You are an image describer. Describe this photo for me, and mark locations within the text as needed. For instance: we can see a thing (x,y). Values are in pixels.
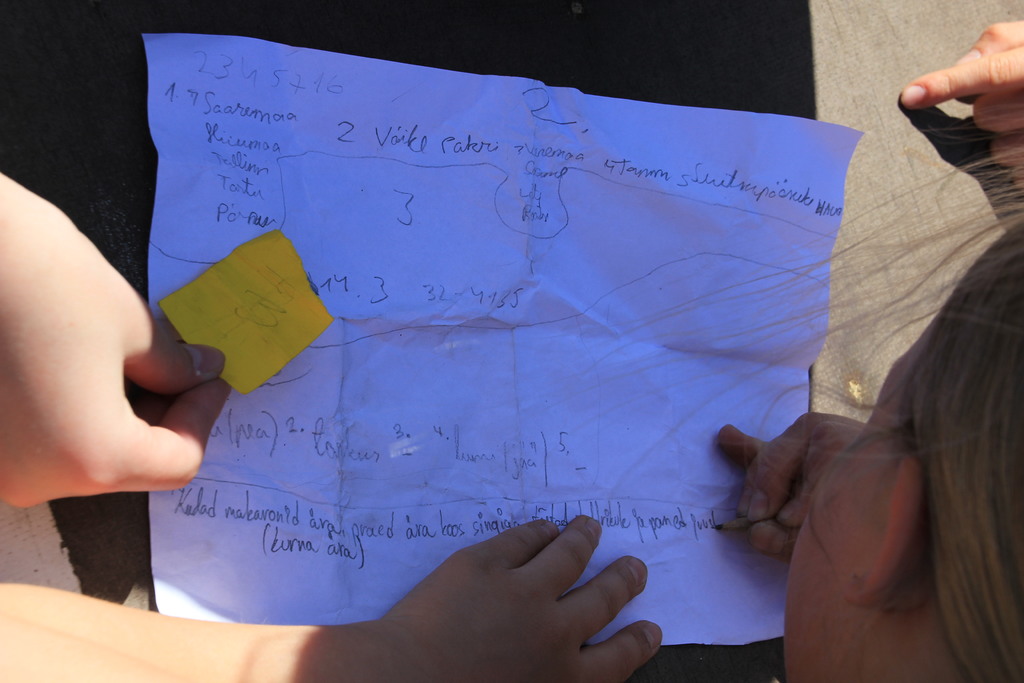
In this picture we can see group of people (304,633), in front of them we can find few papers (427,439) and we can see some text (460,148) in the paper (469,300).
